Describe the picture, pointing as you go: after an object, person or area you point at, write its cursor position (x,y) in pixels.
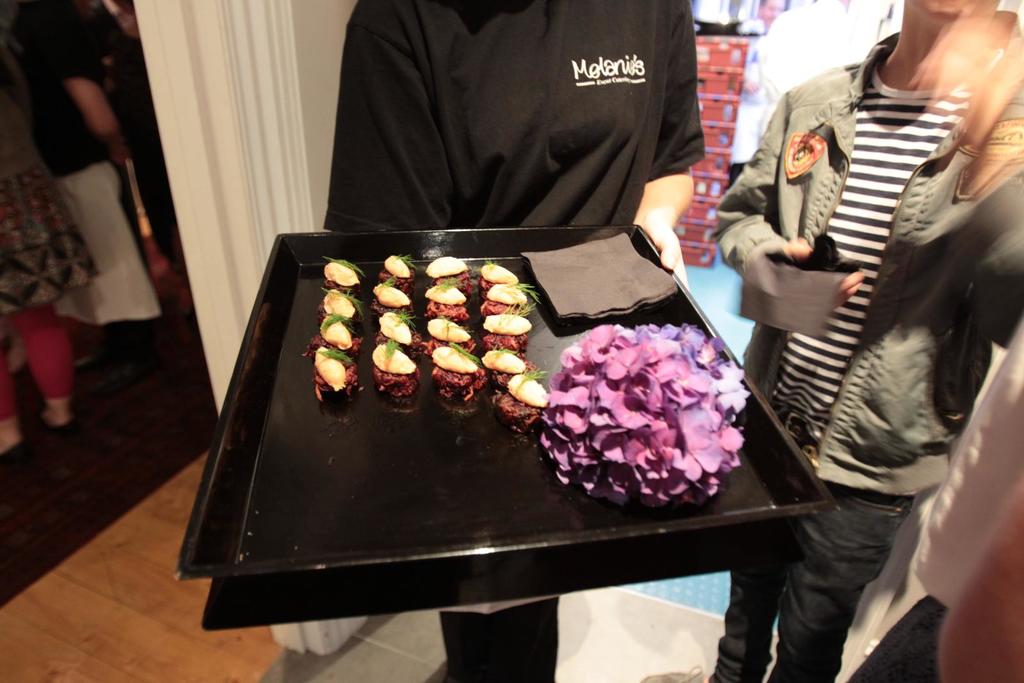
This picture seems to be clicked inside the hall (288,11). In the center (359,301) we can see a person (436,101) wearing black color dress (572,94), holding a black color tray (439,434) containing food items (399,373) and some other items (592,327). On the right (851,151) we can see another person (905,296) wearing jacket (884,282), holding some object (800,273) and standing. In the background (261,261) we can see the group of persons (9,247), wall (324,8) and many other objects (735,94).
